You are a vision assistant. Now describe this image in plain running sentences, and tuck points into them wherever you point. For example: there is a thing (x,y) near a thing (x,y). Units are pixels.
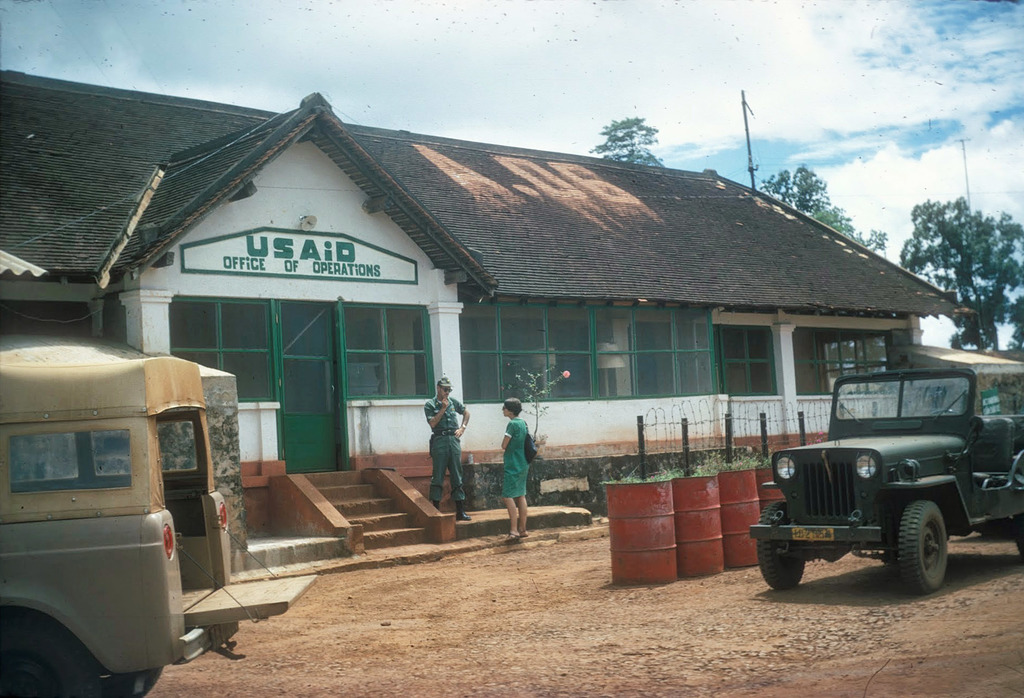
In this picture I can see 2 vehicles (171,423) in front (816,537) and I see these 2 vehicles (87,431) are on the ground (613,621). In middle of this picture (659,440), I can see the fencing (643,449) on the barrels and I can see a building (616,223). I can also see a woman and a man (455,462) standing. In the background (152,43) I can see the sky (580,149) and I can see few trees (642,127) and 2 poles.
